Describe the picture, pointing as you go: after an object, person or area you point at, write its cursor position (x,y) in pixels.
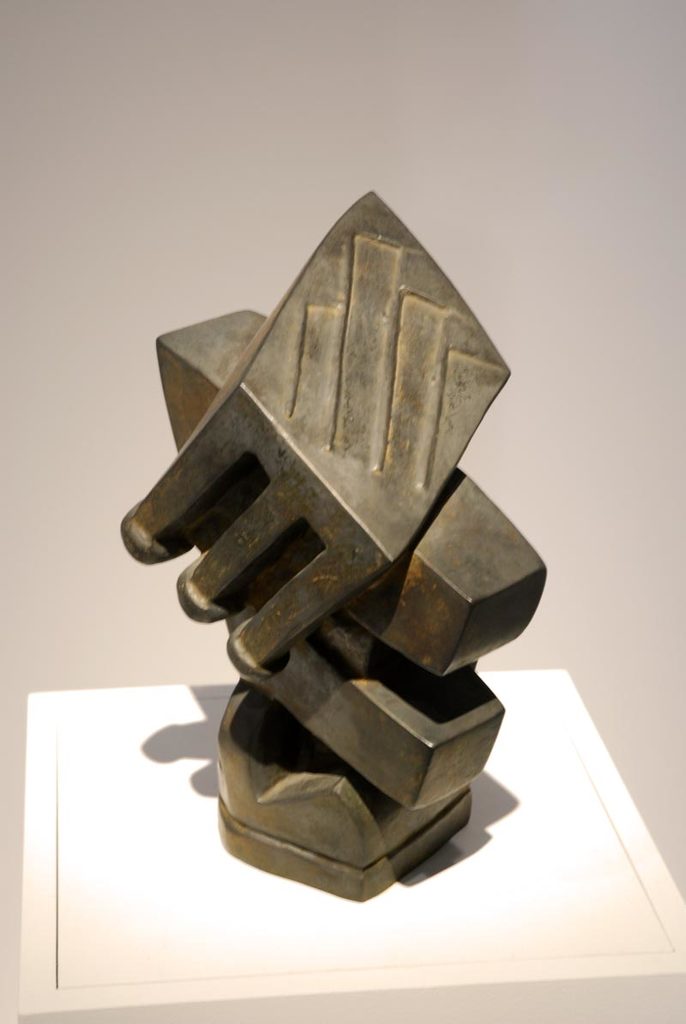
At the bottom of the image (590,993) we can see a table (648,961), on the table (673,945) we can see a metal object (374,254). Behind the metal object (248,578) we can see a wall (22,20).
